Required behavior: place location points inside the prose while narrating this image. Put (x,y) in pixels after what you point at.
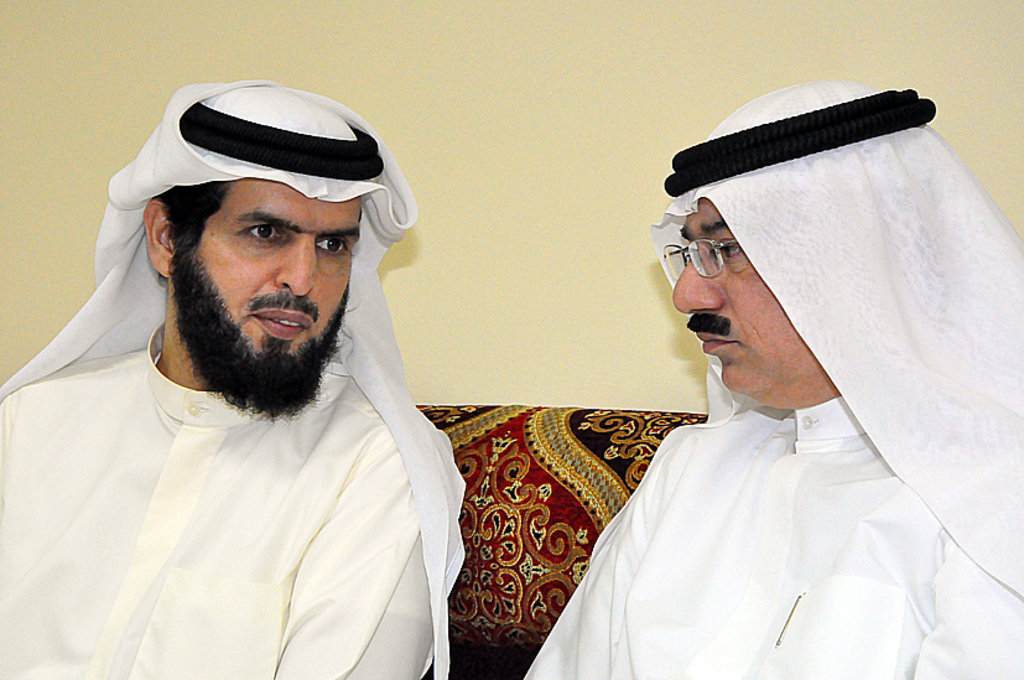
In the image we can see two men (845,602) sitting, wearing clothes (341,536) and the right side man (818,445) is wearing spectacles (693,246), and we can see the wall (491,234).
